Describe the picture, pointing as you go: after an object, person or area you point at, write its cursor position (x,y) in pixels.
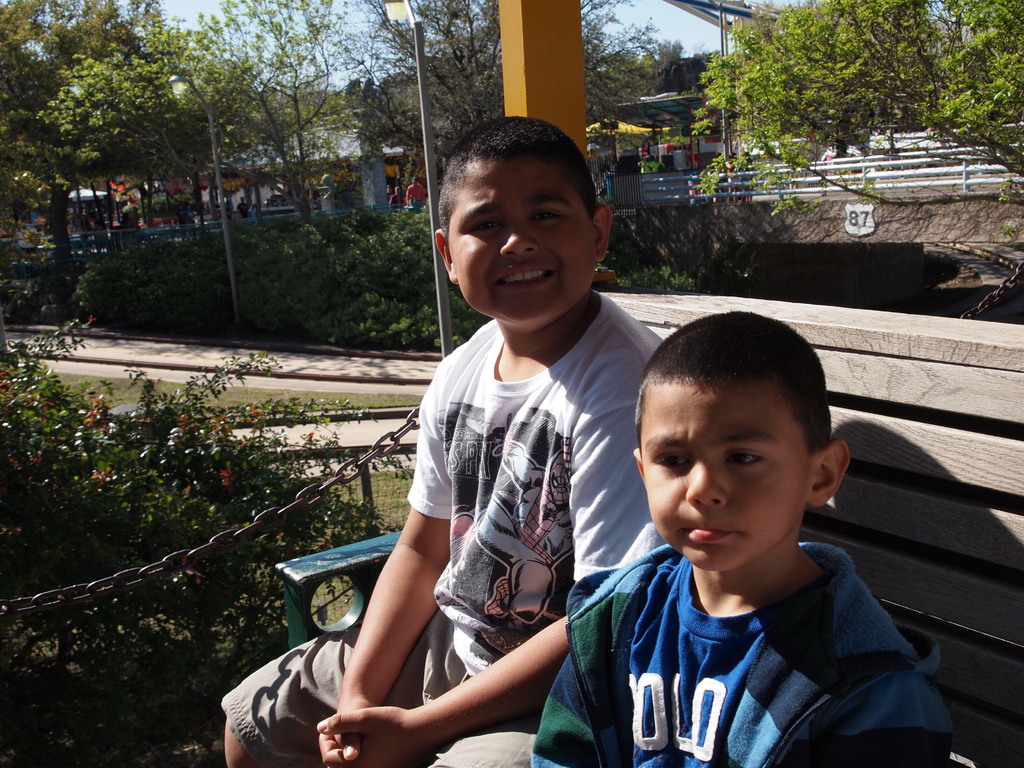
In this picture, there are two boys (565,529) sitting on the bench (963,582). One of the boy (493,581) is wearing white t shirt (532,534) and another boy (645,633) is wearing blue t shirt (680,669). Towards the left (74,610), there are plants (92,623). In the background (185,149), there are trees (226,113), fence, poles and people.
